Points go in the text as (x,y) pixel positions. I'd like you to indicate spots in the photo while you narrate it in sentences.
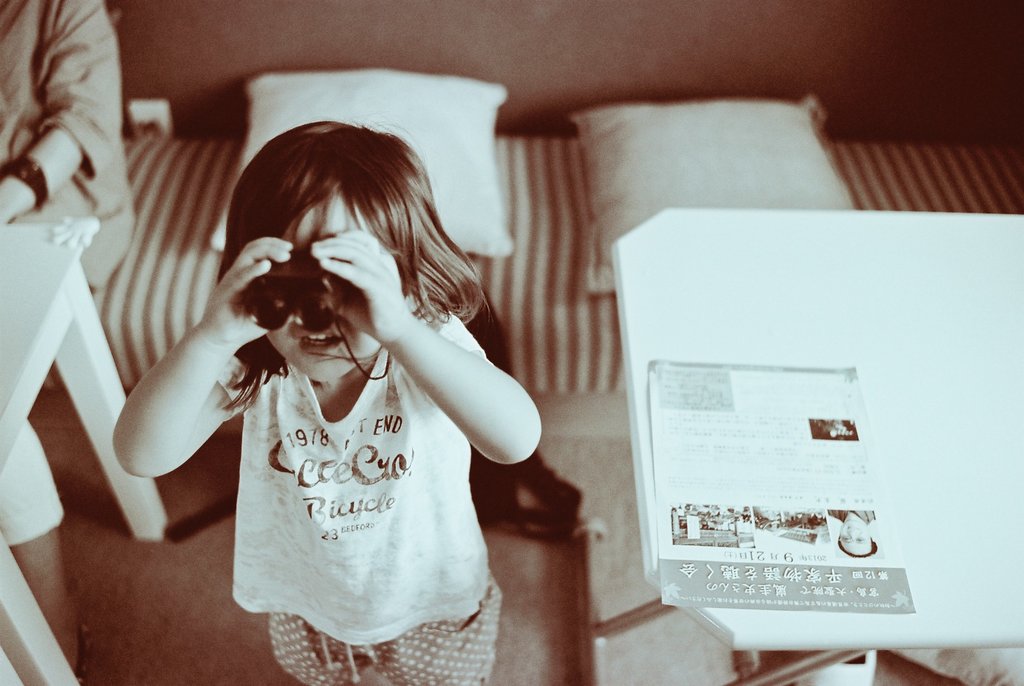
On the left side (301,264), there is a girl (400,511) holding a binocular (292,277), standing and watching something. On the right side (877,572), there is a poster (662,421) on a white table (789,245). In the background (468,154), there are pillows (401,125) on a sofa (207,205) on which there is a person (89,163) sitting in front of a table (53,228).
